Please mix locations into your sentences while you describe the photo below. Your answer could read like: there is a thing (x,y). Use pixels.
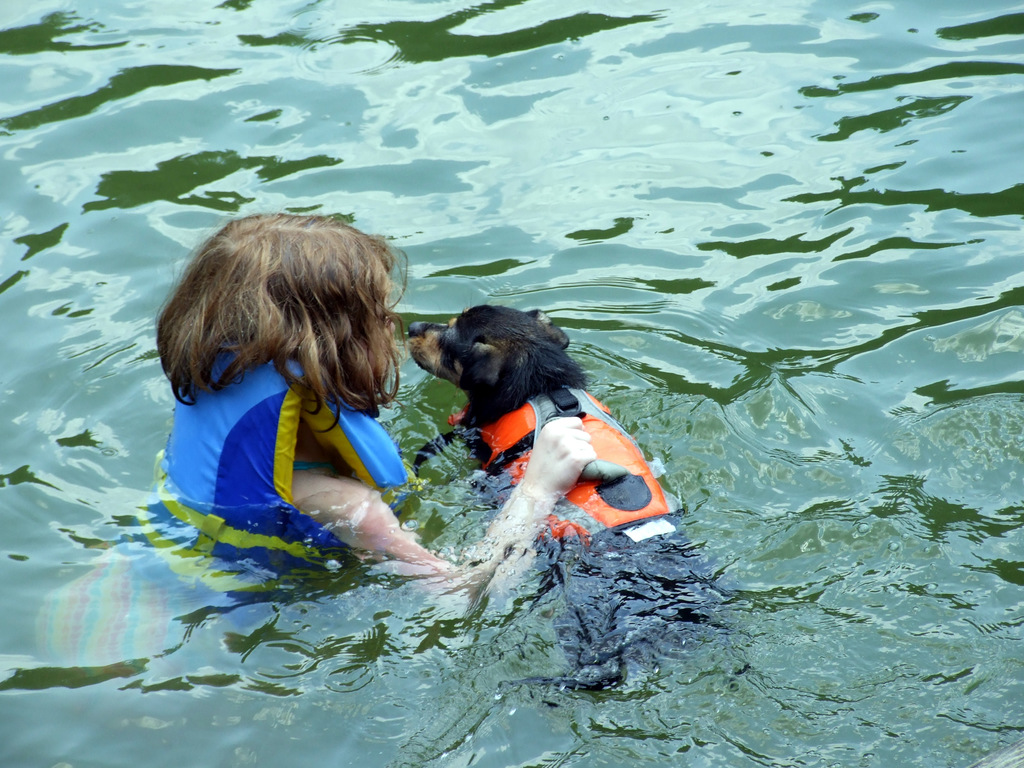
In this image I can see a person (344,395) and the dog (541,368) and they are in the water (562,218).
